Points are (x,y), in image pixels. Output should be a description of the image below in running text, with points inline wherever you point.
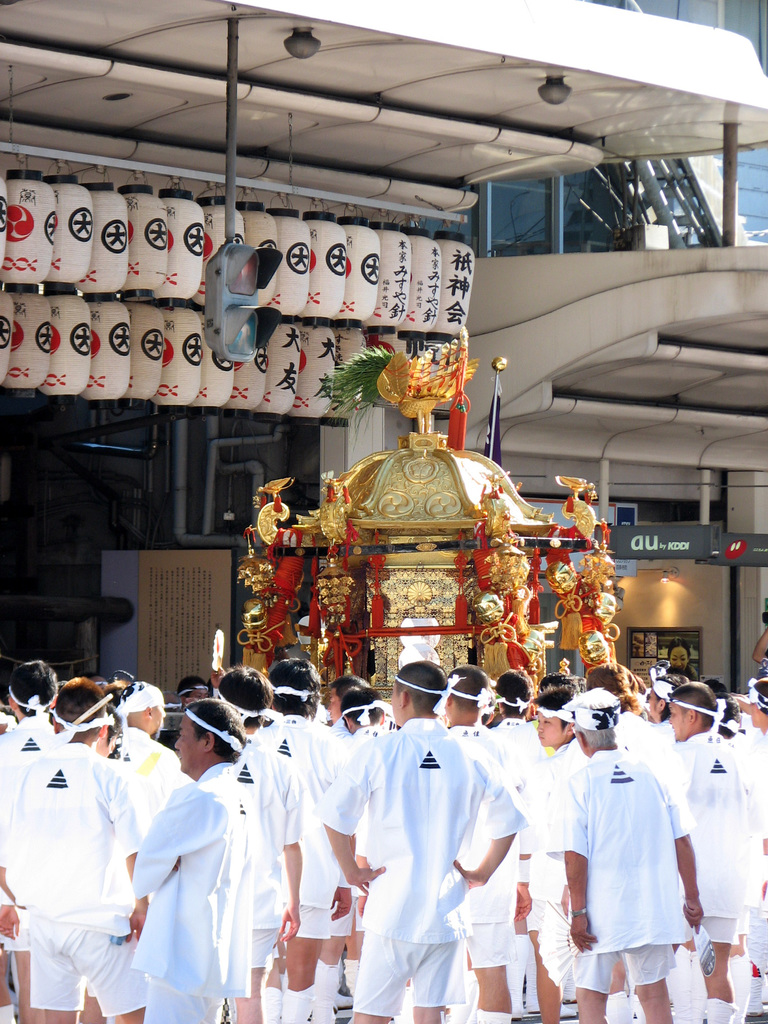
In this image I see number of Chinese lanterns (174,278) and I see number of people (222,759) who are wearing same dress (406,750) and I see the gold and red color thing (470,583) over here and I see the building (599,485) and I see the lights (675,571) over here.
